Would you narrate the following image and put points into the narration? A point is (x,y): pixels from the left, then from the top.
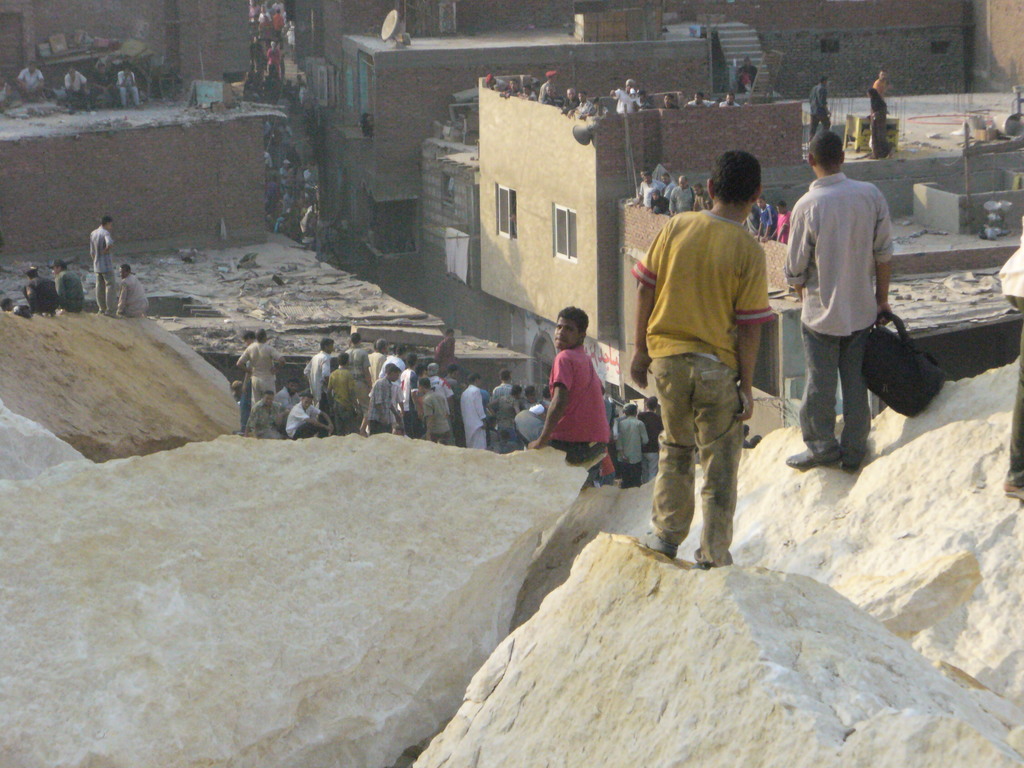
In this image I can see group of people (648,195) standing. In front (572,420) the person (594,441) is wearing red color shirt (592,427), background (595,228) I can see few buildings (491,163) in brown and cream color.
